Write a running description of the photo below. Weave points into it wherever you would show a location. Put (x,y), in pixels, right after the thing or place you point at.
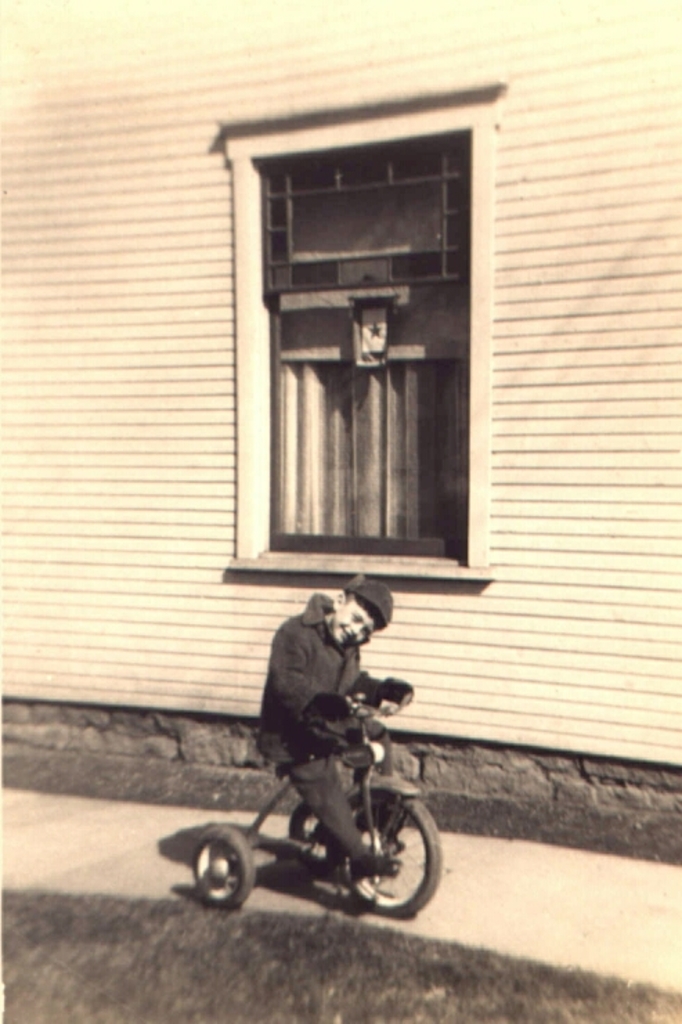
In this image there is a child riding bicycle (401,830) on the path (619,899). In the background (269,276) there is a building (614,455) with a window (372,433).
